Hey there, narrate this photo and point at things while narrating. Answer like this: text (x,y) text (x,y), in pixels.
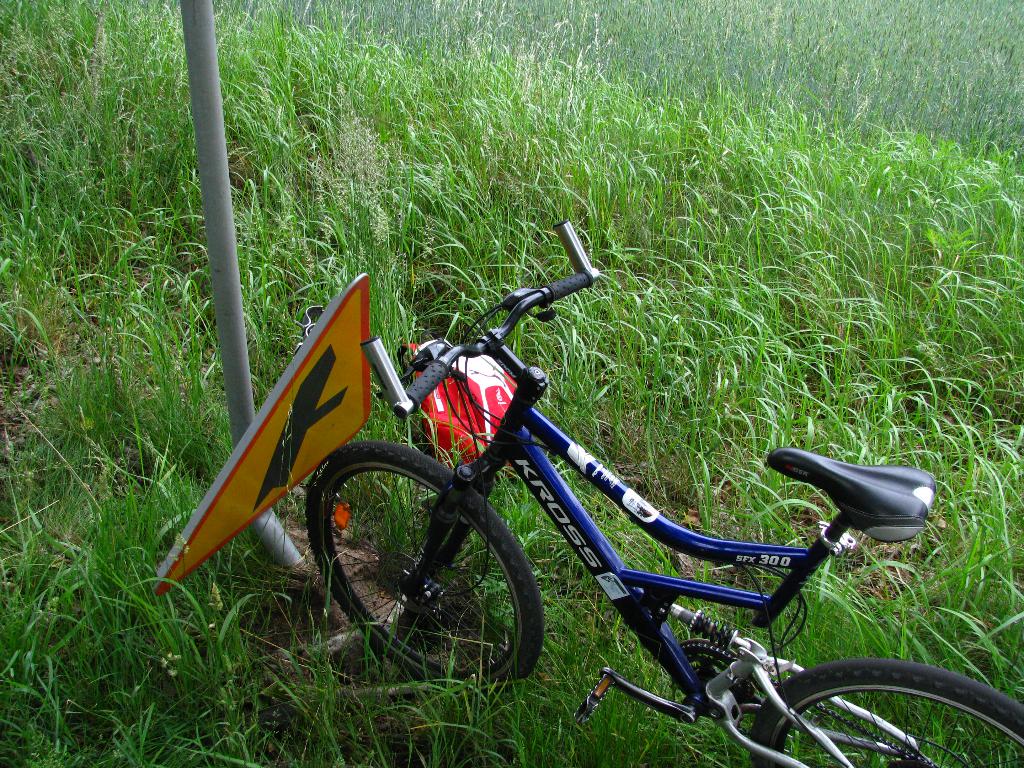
Here we can see a bicycle (756,545), bag (480,375), board (309,414), and a pole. This is grass (804,207).
